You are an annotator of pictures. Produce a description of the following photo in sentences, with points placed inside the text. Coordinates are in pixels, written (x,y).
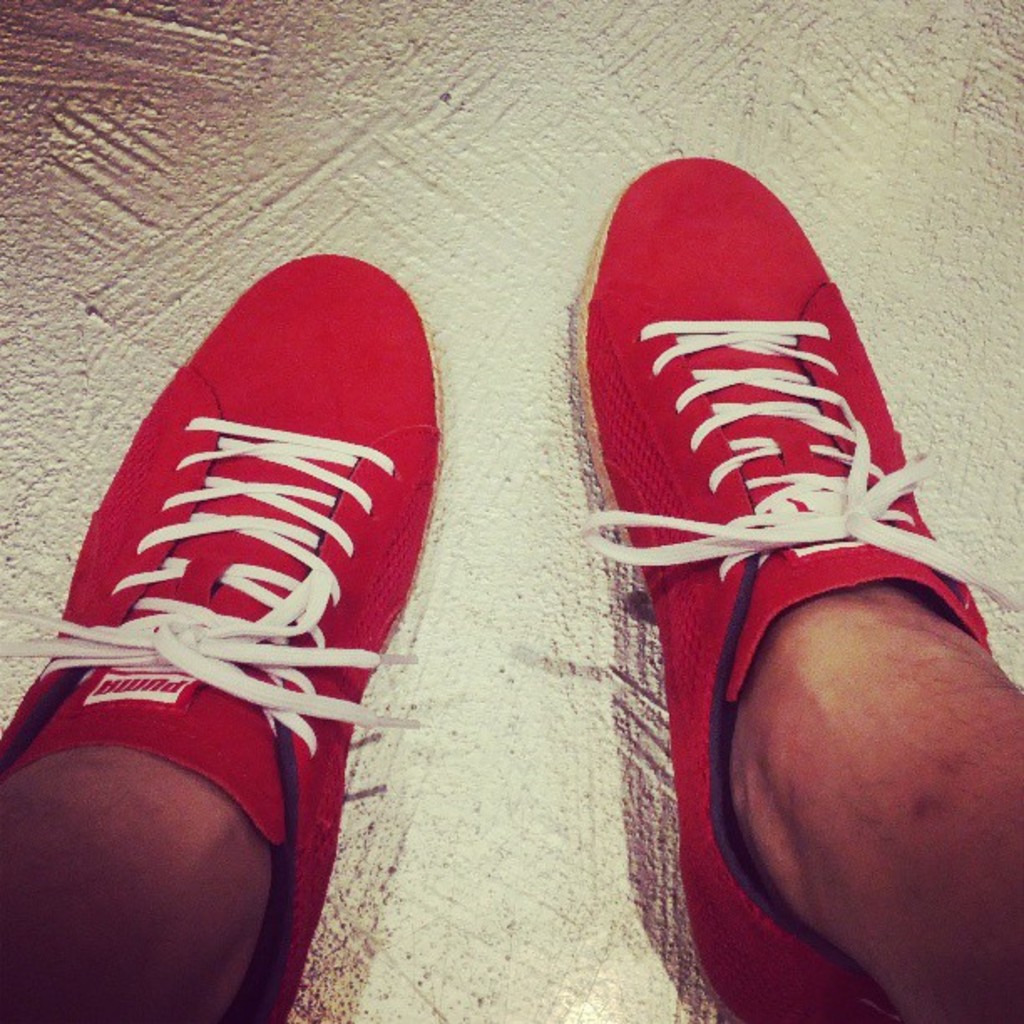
In this image we can see a person (190,858) wearing red color shoes (358,560) is kept on a white color surface (447,561).
